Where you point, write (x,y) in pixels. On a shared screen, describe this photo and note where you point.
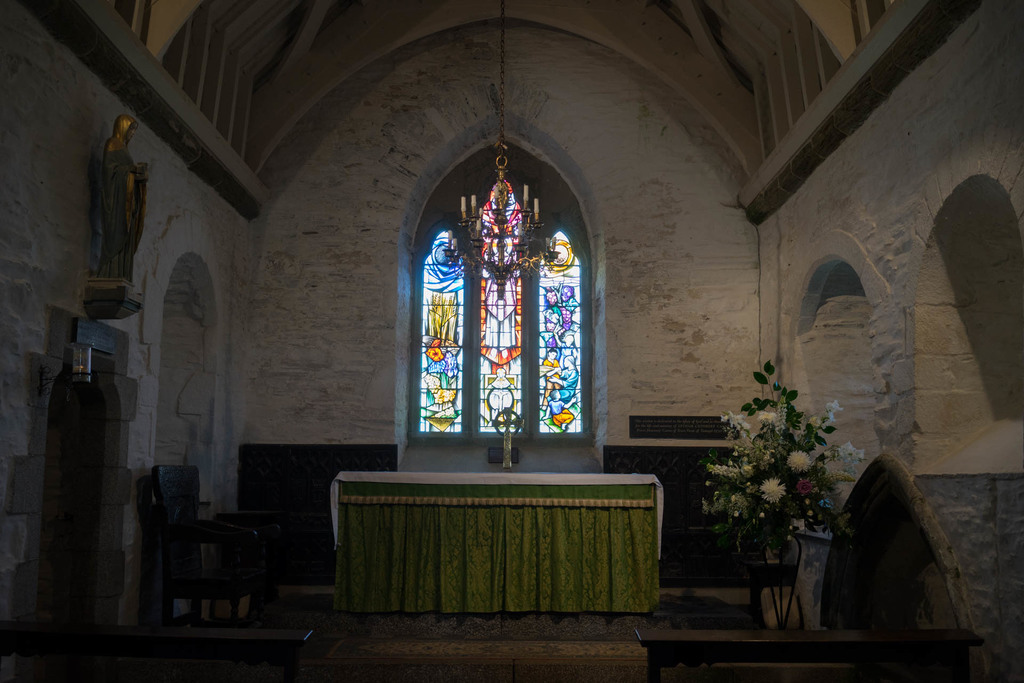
In this image we can see an inside view of a building (406,276), there is a window (484,349) with design (539,326) on the glass (501,354) and below the window (522,362) there is a table (519,534) and an object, on the left side of the image (110,192) there is a statue (114,237) attached to the wall (74,222), there is a chair (236,569) and a table (200,641) and on the right side (773,641) there is a house plant (745,468), table (809,640) and a board (680,434) attached to the wall (644,354) and a chandelier (501,264) hangs to the ceiling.
